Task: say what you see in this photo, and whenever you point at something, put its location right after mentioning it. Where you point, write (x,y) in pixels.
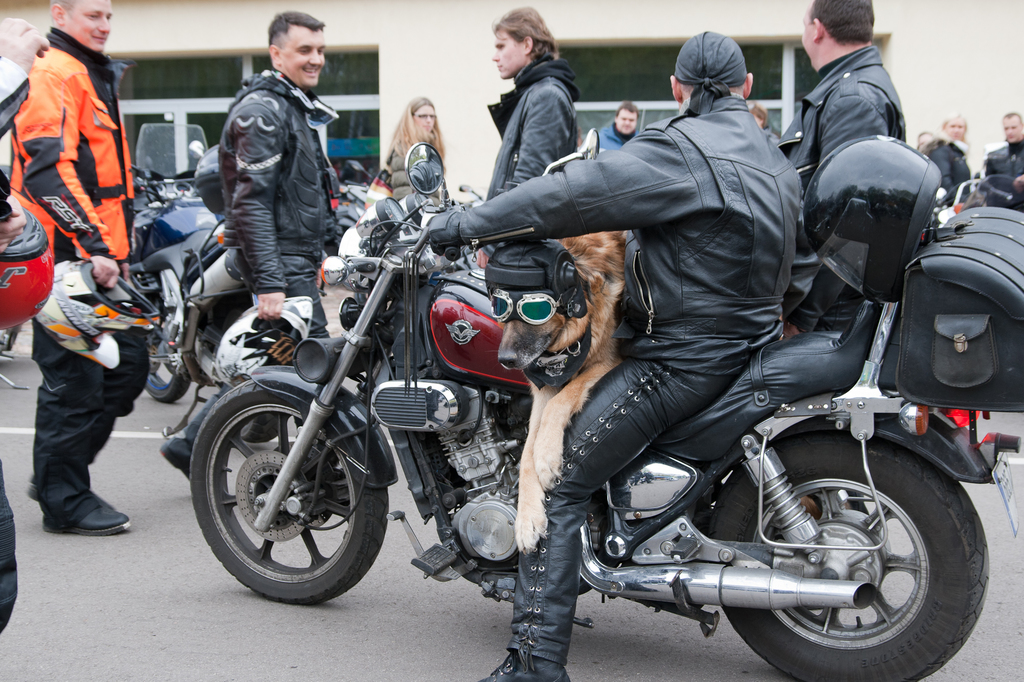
This is a picture consist of road (74,613) and there are the number of people (107,130) standing on the road (64,623). In front of the image a person (638,390) sit on the motorcycle (674,473), and there is a dog (519,347) sit on the motorcycle (807,357) and back side of the motorcycle (889,313) there is a helmet (883,239) kept on that, and on the back ground (386,38) there is a building (371,57) visible.
